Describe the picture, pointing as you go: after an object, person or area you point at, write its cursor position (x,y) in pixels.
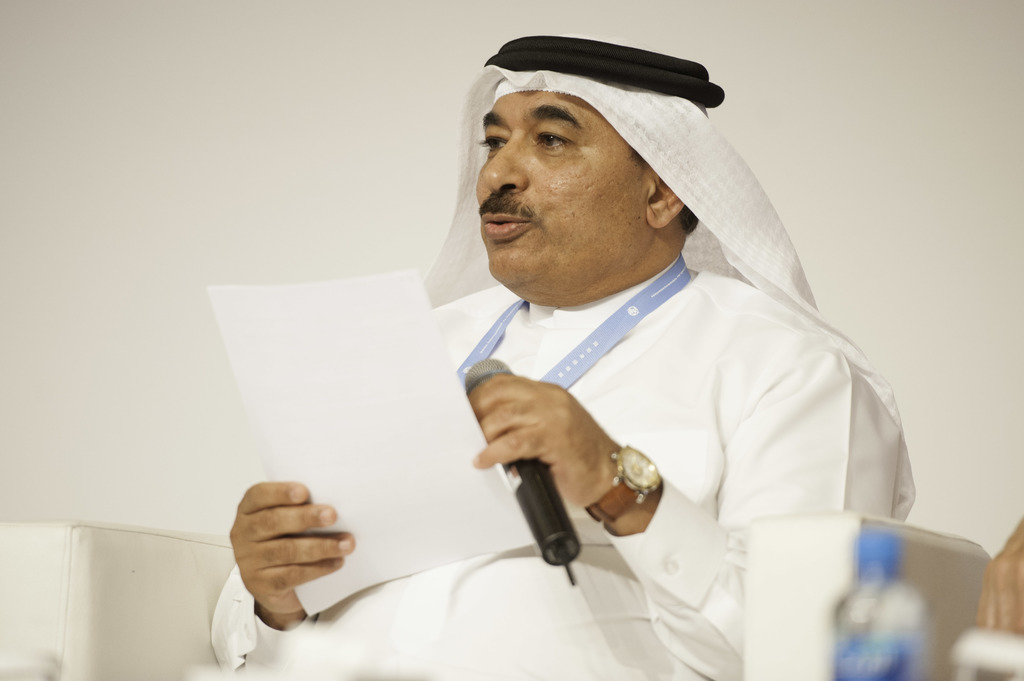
In the image I can see one person (334,513) is sitting and holding the mike (553,500). On the right side of the image (867,666) I can see the bottle (867,666).
